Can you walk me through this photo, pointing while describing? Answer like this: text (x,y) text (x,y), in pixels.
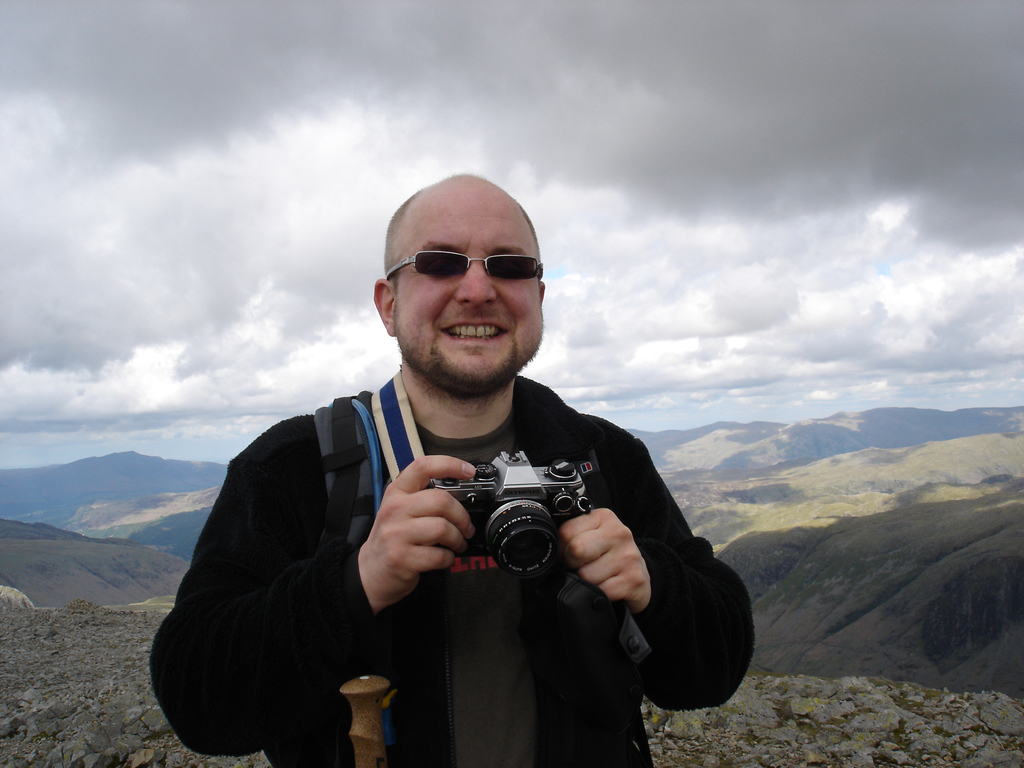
This picture there is a man (468,355) holding a camera (480,526) and smiling. He is wearing spectacles (437,276). In the background (140,533), there were hills (95,486) and sky (585,153) with full of Clouds (491,172) here.
